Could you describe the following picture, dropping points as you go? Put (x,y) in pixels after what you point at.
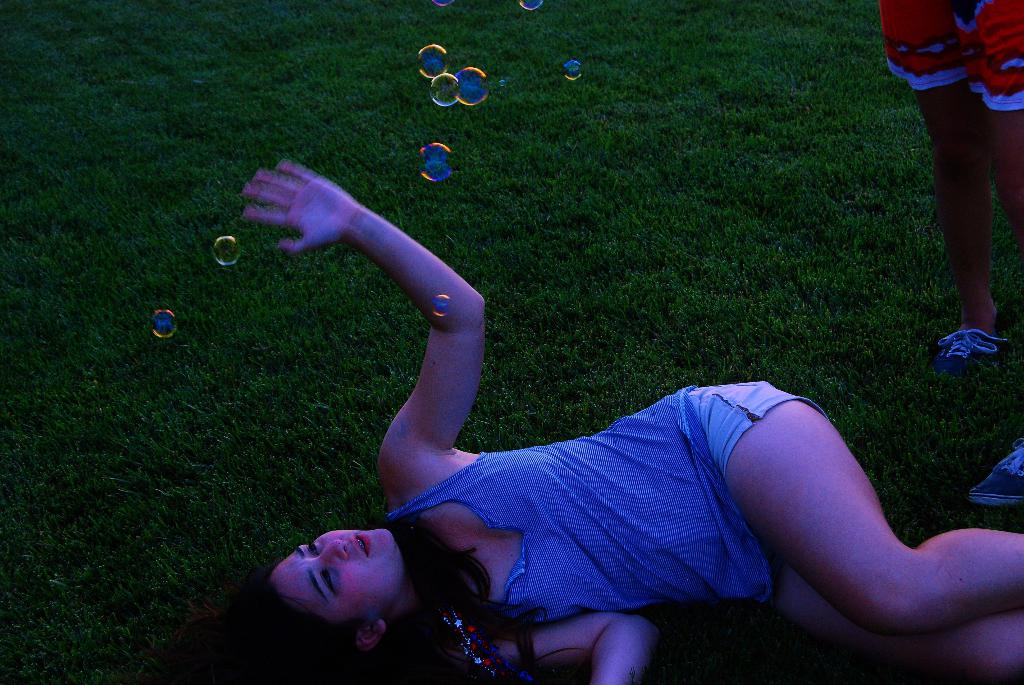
In the foreground of this image (567,441), there is a woman (544,531) lying on the grass (222,590) and also few bubbles (450,73) in the air (443,133). On the right (971,62), there are legs (1021,138) of a person (950,58).
